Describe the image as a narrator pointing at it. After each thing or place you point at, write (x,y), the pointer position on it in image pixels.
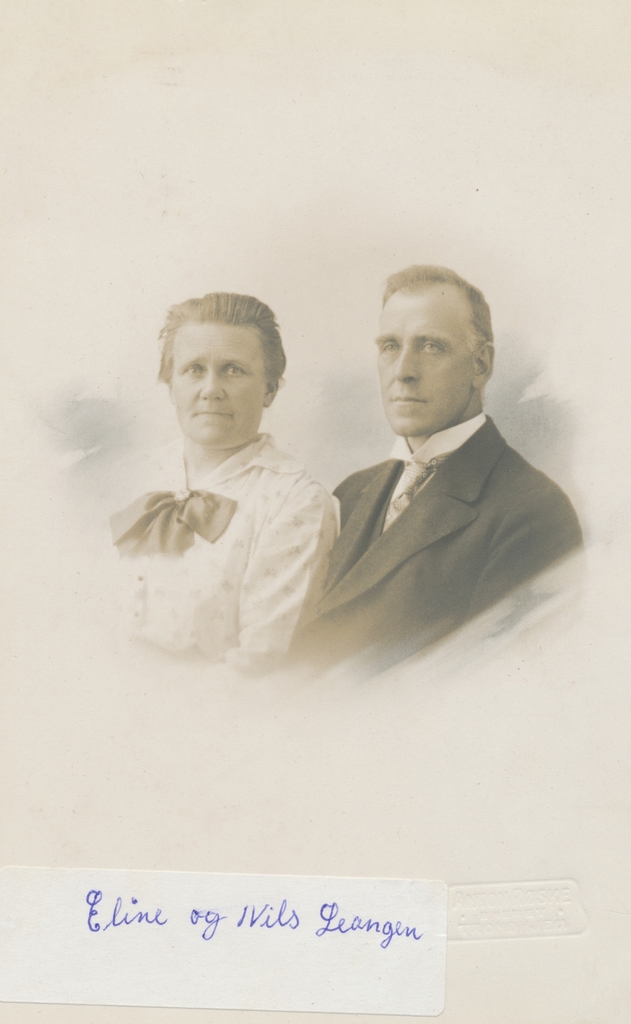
In this image we can see the pictures (469,559) of man (352,487) and woman (317,490).
